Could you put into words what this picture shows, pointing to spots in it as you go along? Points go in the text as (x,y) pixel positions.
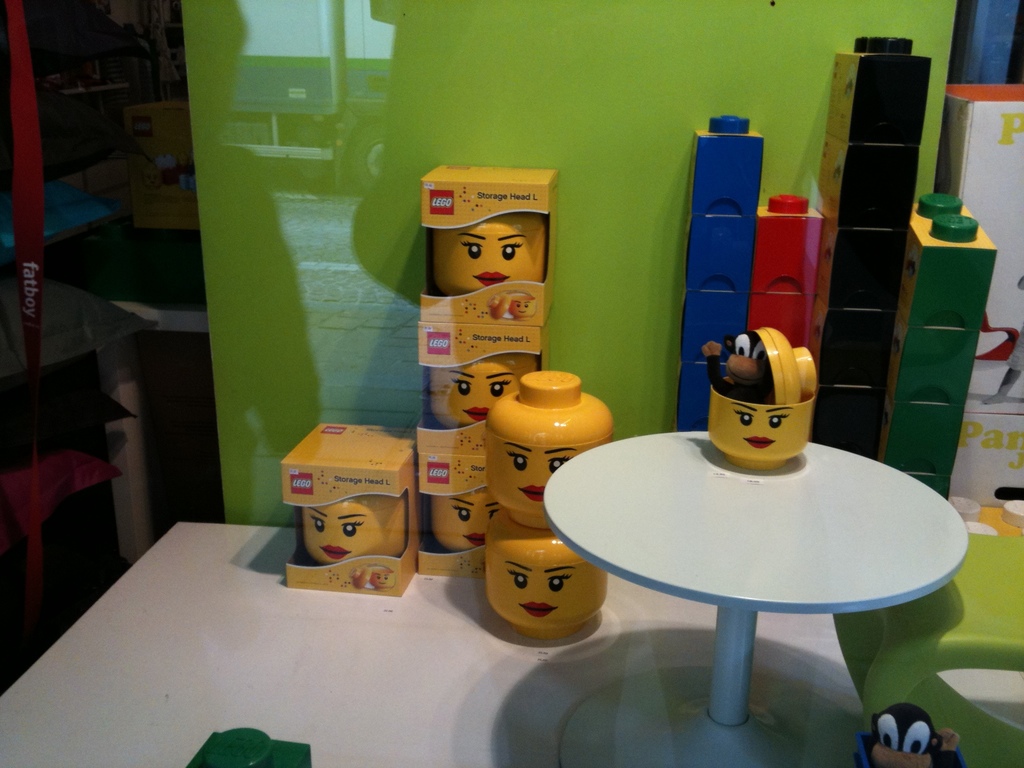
In this image i can see boxes (358,482) with toys (336,535) in them and few blocks (805,318). In the background (152,194) i can see few cardboard boxes (151,212) and a glass (227,228).
